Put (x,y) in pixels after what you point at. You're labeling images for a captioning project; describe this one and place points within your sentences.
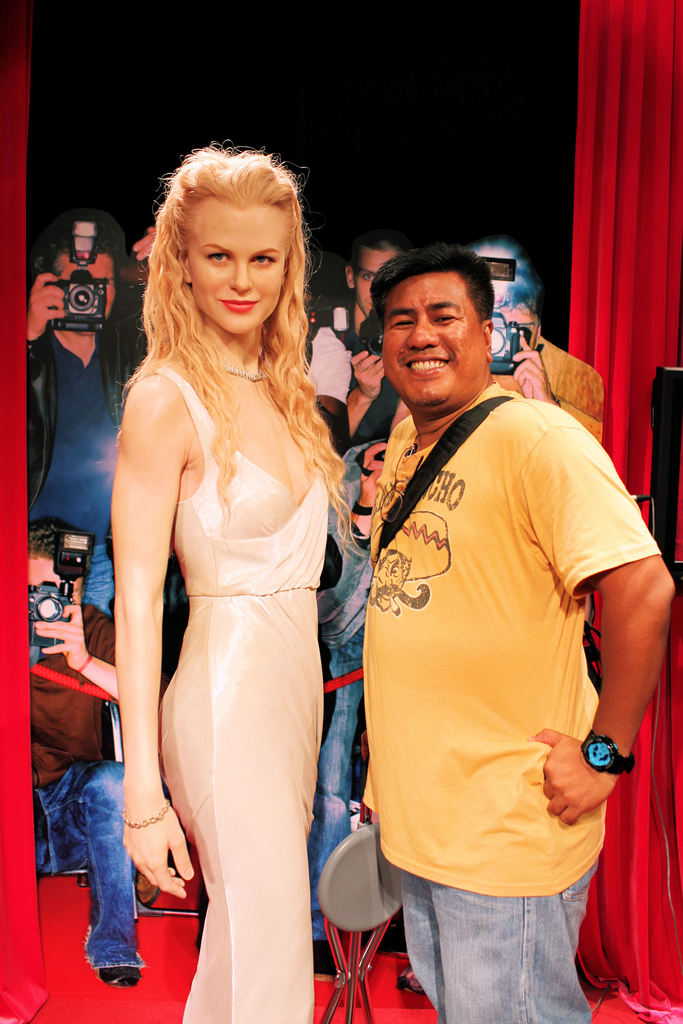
In this image there is a woman (256,494) standing towards the bottom of the image (248,696), there is a man (471,655) standing towards the bottom of the image (532,798), he is wearing a bag (447,437), there is an object (376,908) towards the bottom of the image (378,865), there are group of men (141,300) holding a camera (89,535), they are taking photo, there is an object (660,371) towards the right of the image (674,410), there is a red color curtain (636,180) towards the right of the image (634,190), there is an object (15,382) towards the left of the image (19,579), the background of the image (418,129) is dark.
